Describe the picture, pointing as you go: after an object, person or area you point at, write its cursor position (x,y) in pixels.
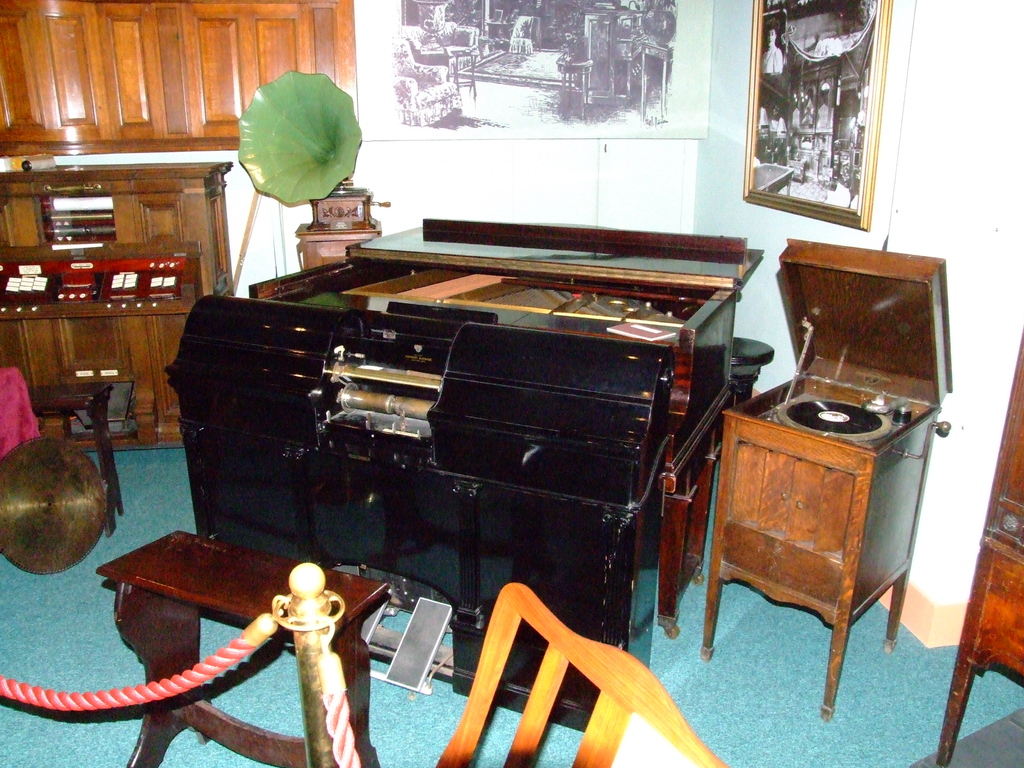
This image is taken indoors. In the background (509,124) there is a wall (986,207) with a picture frame (822,103) and a painting (690,104) on it. There are a few cupboards (144,95). In the middle of the image (491,348) there are a few musical instruments (383,415). There is a stool (241,567) and there is an empty chair (683,718). There is a rope fence (321,728).
